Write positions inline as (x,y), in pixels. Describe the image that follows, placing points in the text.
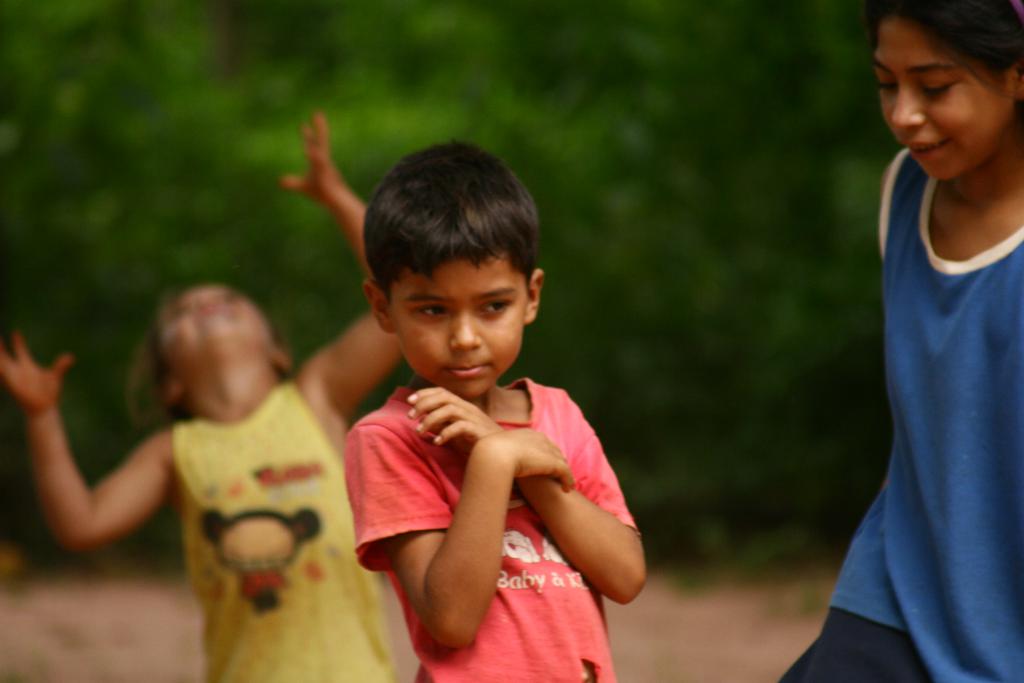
In the image in the center (513,302) we can see three kids (302,394) were standing. In the background (707,145) we can see trees (746,218).
